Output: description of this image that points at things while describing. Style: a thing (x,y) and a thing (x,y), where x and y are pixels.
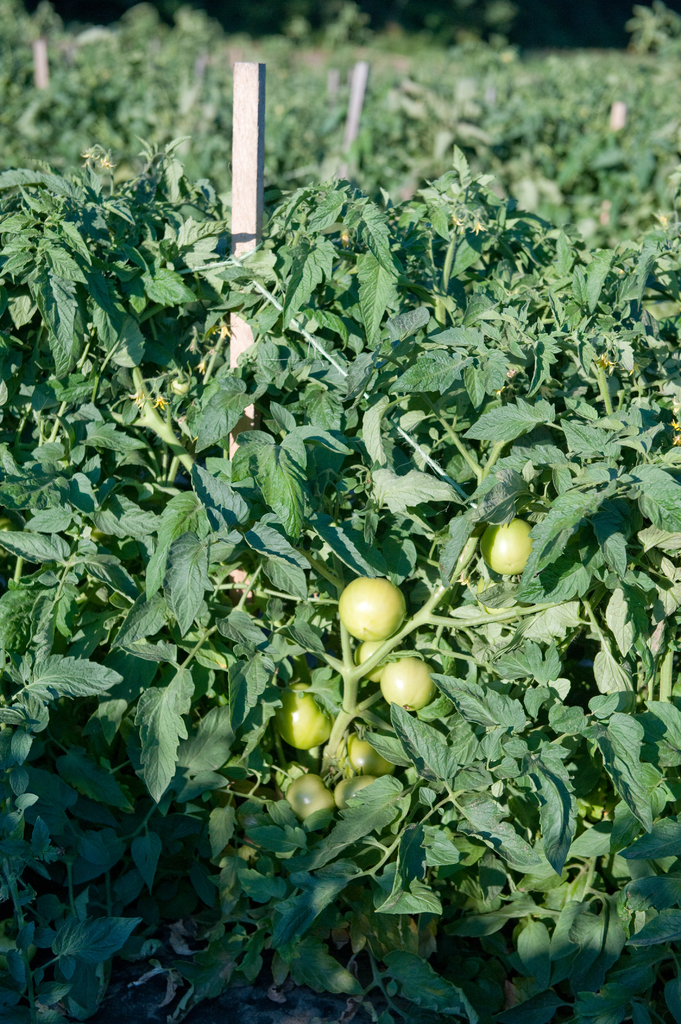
In this image we can see many plants (352,260). There are few fruits (406,666) in the image. There are few objects (259,144) in the image.
